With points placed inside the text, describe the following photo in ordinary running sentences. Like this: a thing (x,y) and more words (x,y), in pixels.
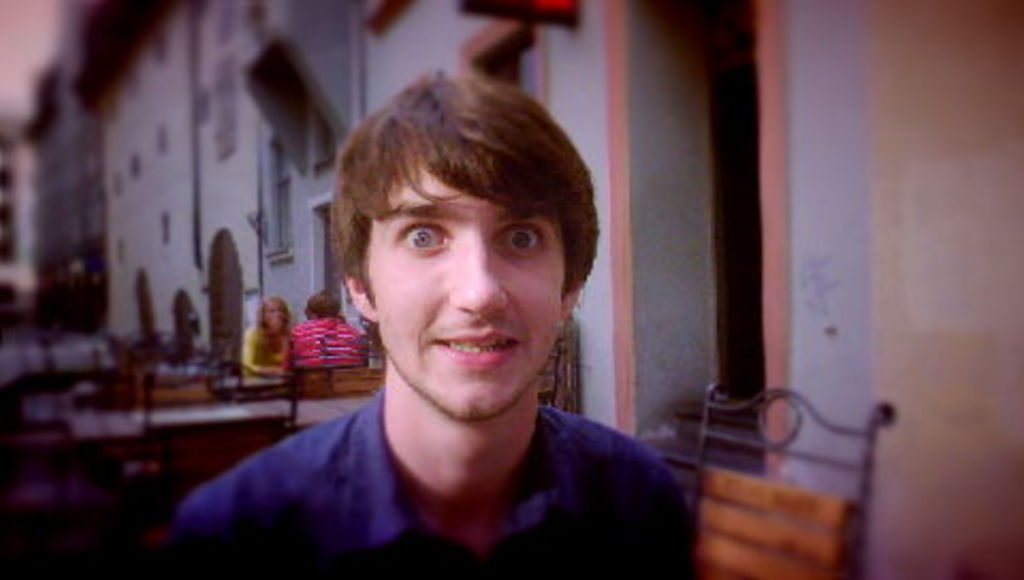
In the center of the image (432,282) a man (445,314) is there. In the background of the image (335,342) we can see some persons (260,359), tables (235,401), chairs (323,387), buildings (693,99), door (710,109), windows (281,196), wall (647,184) are there.
